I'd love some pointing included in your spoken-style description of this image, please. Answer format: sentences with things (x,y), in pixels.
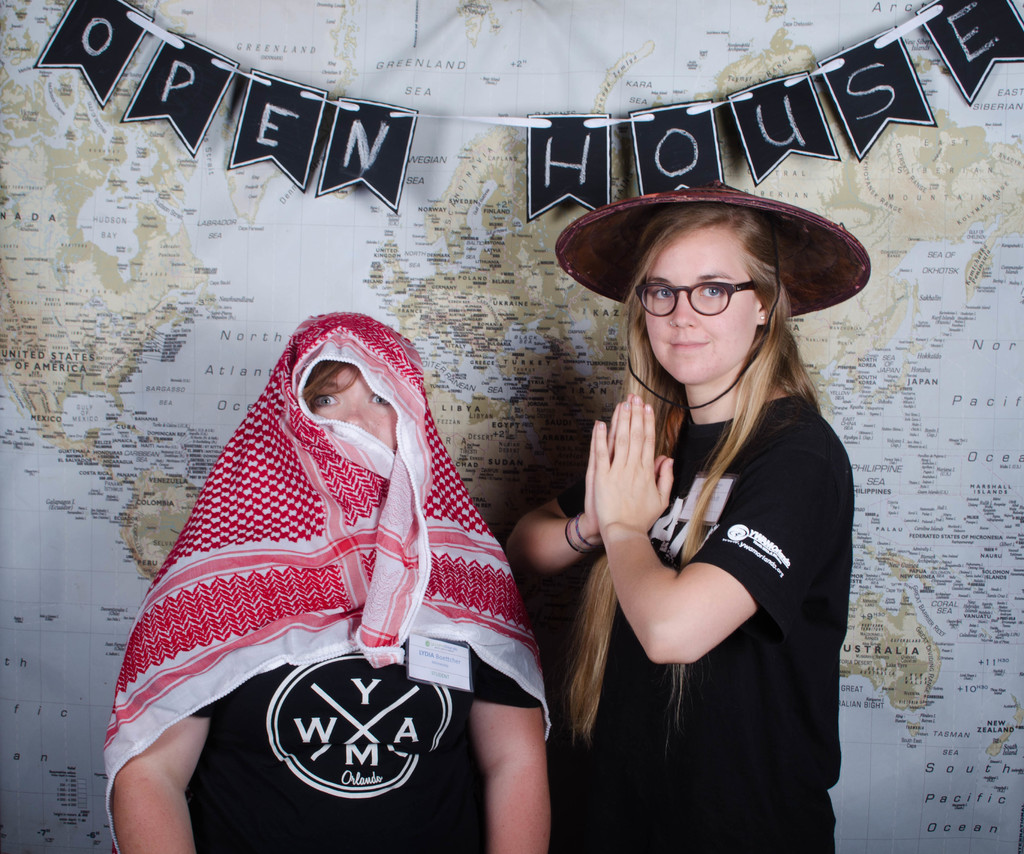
Here I can see two persons (631,430) wearing black color t-shirts (785,672), standing and giving pose for the picture. At the back of these people (312,540) I can see a map (149,343).
